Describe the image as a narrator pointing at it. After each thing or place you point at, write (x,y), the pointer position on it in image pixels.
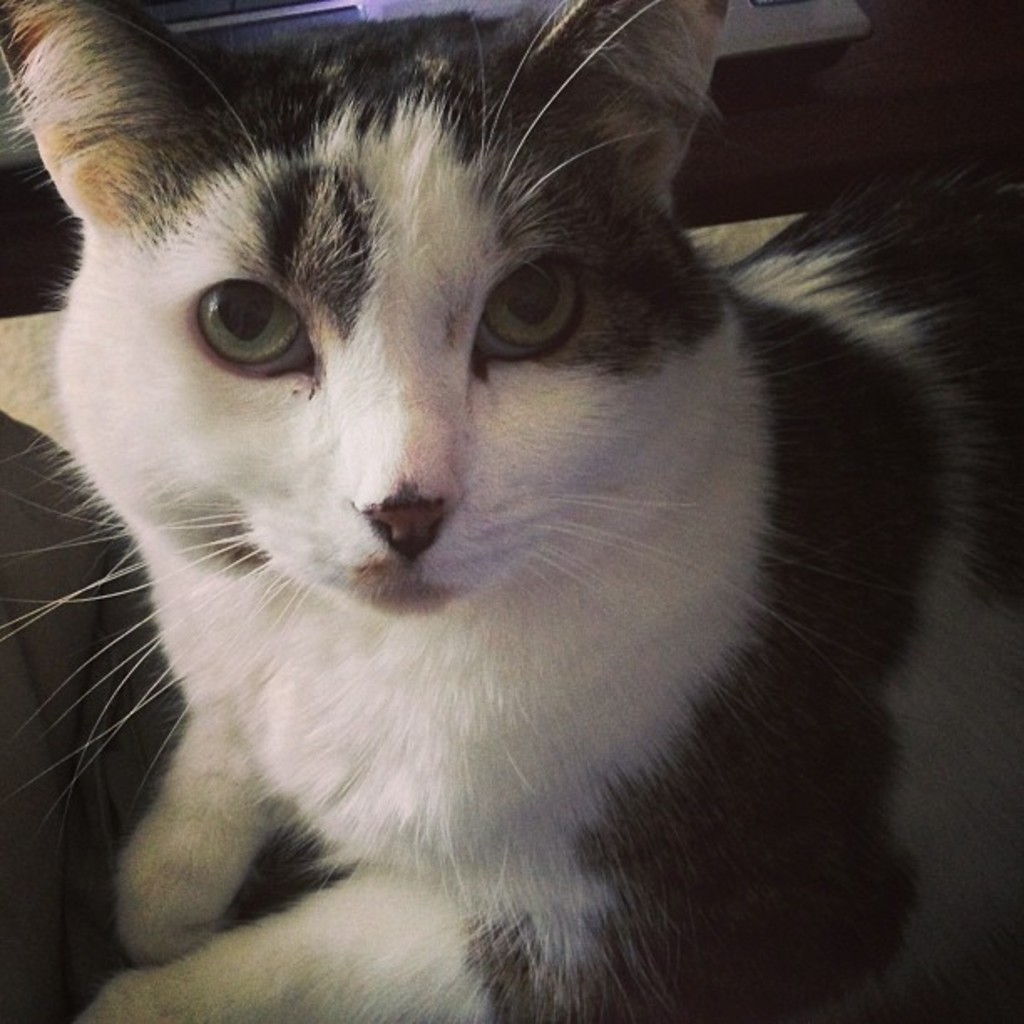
In this picture I can see a cat (566,372) in front (65,152), which is of white and black color.
